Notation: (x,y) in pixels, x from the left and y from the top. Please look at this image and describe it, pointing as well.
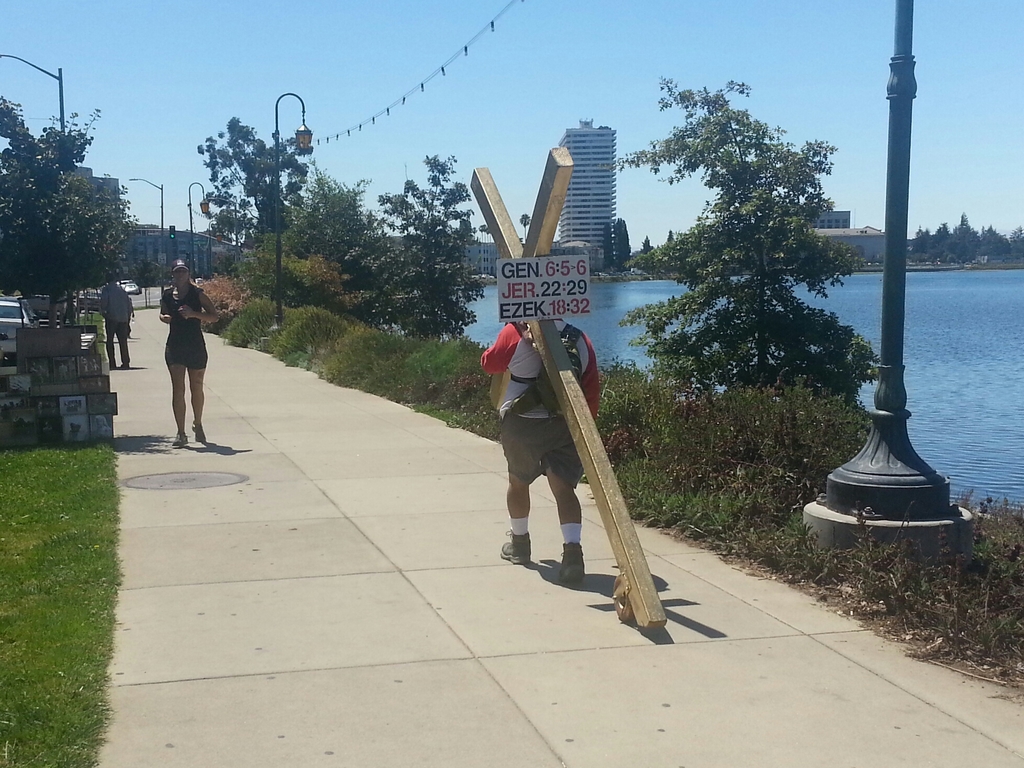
In the center of the image (508,333) there is a person (580,539) holding the wooden object (540,347). In front of him there is a woman (208,311) running on the road (201,467). Behind her there is another person (123,330). On the left side of the image (53,435) there are photo frames (46,371). There are cars (92,292) on the road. There are street lights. On both right and left side of the image (58,580) there is grass (34,574) on the surface (55,546). On the right side of the image (873,465) there is a pole (903,392). There is water (916,421). In the background of the image (932,165) there are buildings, trees (816,243) and sky (685,64).
